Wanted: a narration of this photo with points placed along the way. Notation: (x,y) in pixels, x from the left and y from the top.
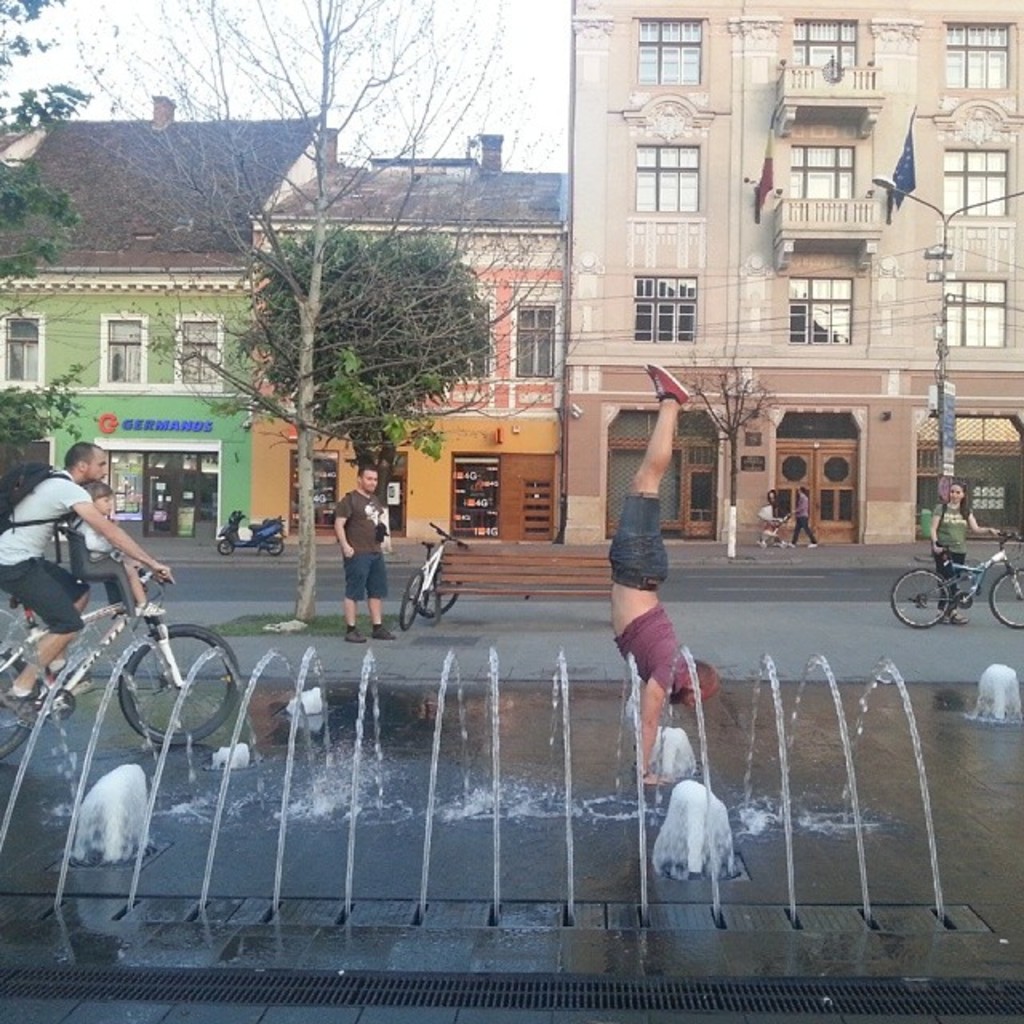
The picture is clicked on a road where in the background (168,272) there are few houses (165,331) and a guy (651,558) is performing athletics on the road side (511,754) and we observe few people (60,565) riding bicycles (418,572).
